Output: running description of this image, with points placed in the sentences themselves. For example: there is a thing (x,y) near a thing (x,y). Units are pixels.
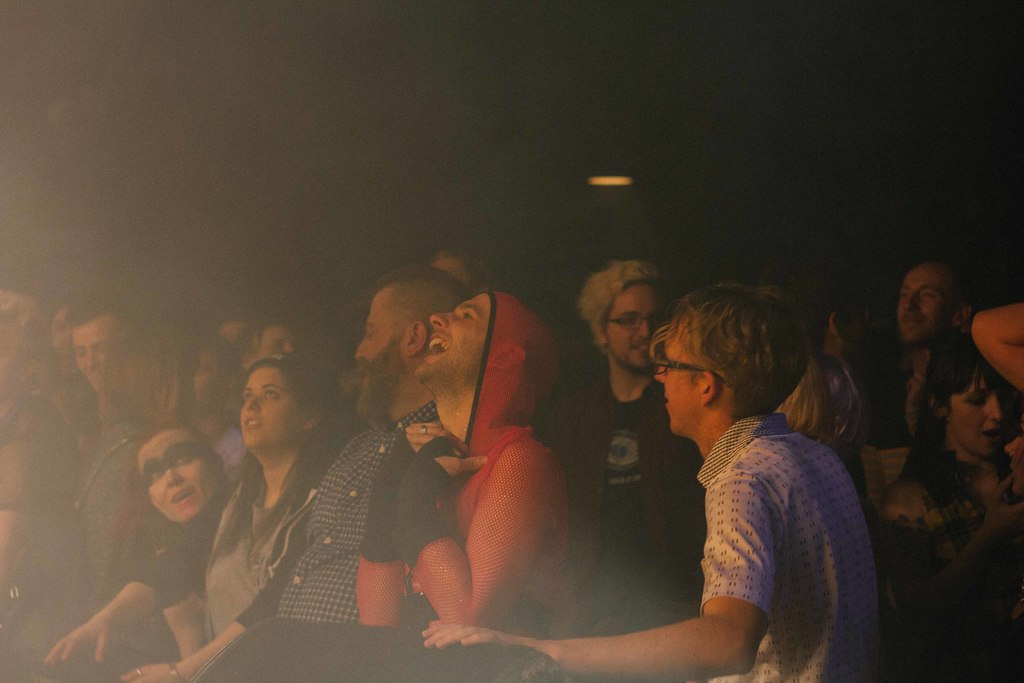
In this picture I can see group of people (909,375), and there is dark background (973,132).
